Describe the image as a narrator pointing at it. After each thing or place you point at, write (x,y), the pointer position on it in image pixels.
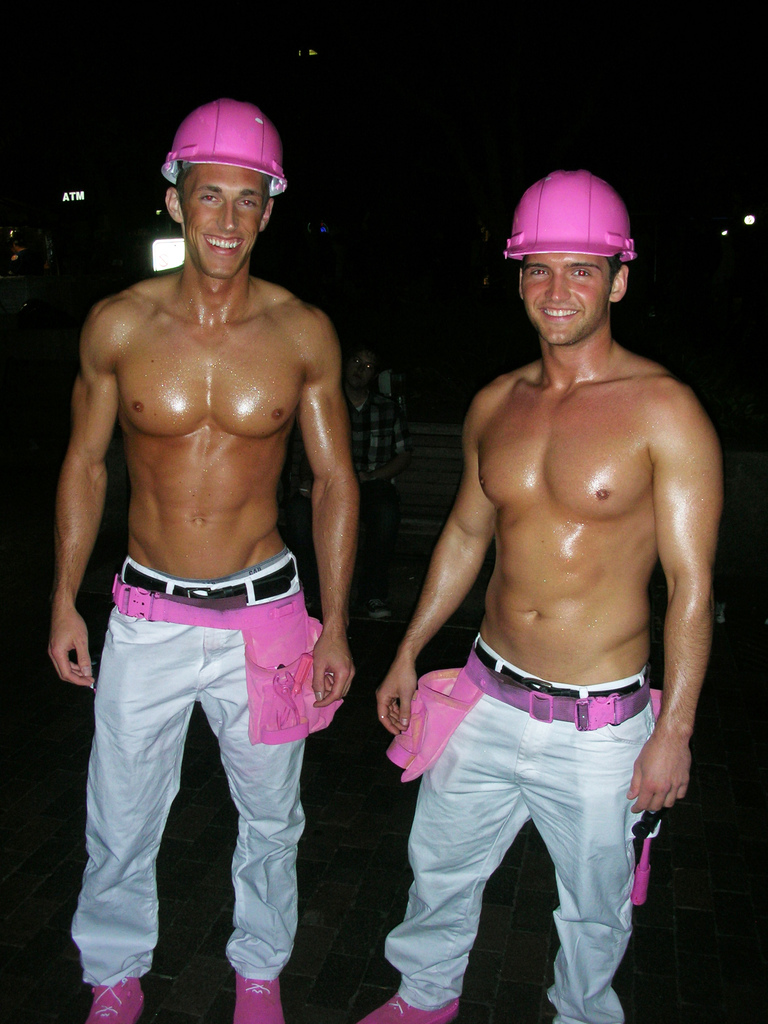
In this image we can see two persons (674,628) wearing pink color helmets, white color pants (96,947) and pink color shoes (116,988) are standing here and smiling. The background of the image (378,402) is blurred, where we can see a person (375,520) sitting on the chair (414,506).
